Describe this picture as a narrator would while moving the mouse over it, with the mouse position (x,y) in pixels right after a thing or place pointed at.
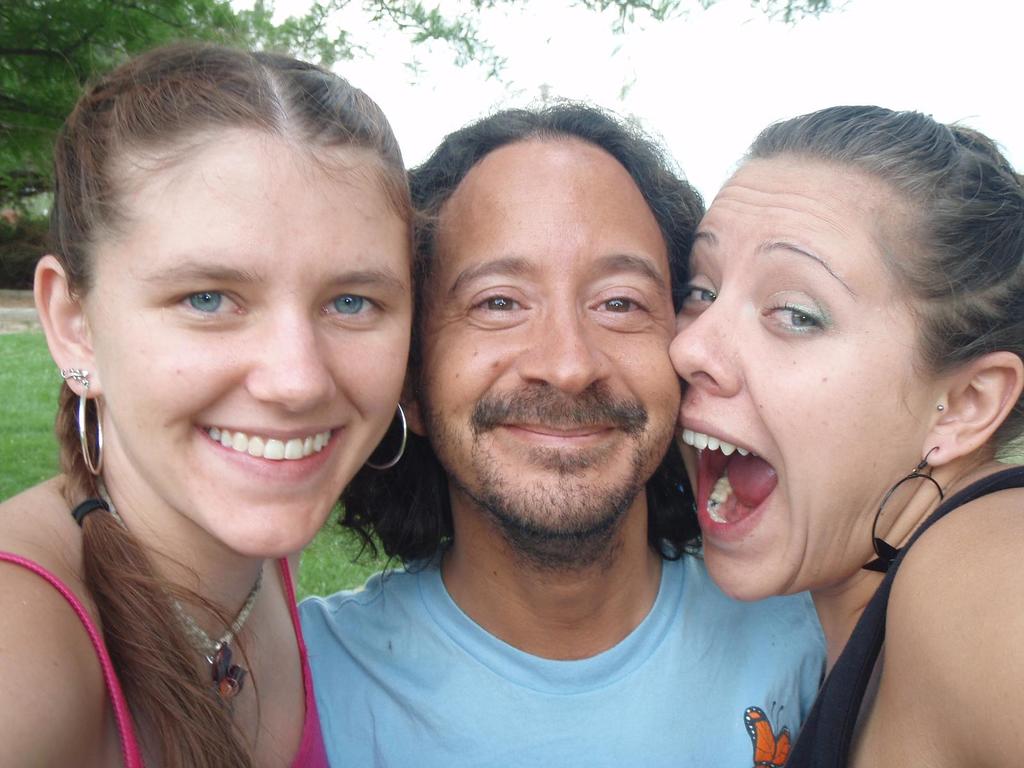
In the picture we can see two women (888,524) and a man (588,389) standing near each other and they are smiling and man (403,734) is in blue T-shirt (676,759) and long hair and behind them, we can see the grass surface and a part of the tree (31,189) and beside it we can see the part of the sky (820,101).
